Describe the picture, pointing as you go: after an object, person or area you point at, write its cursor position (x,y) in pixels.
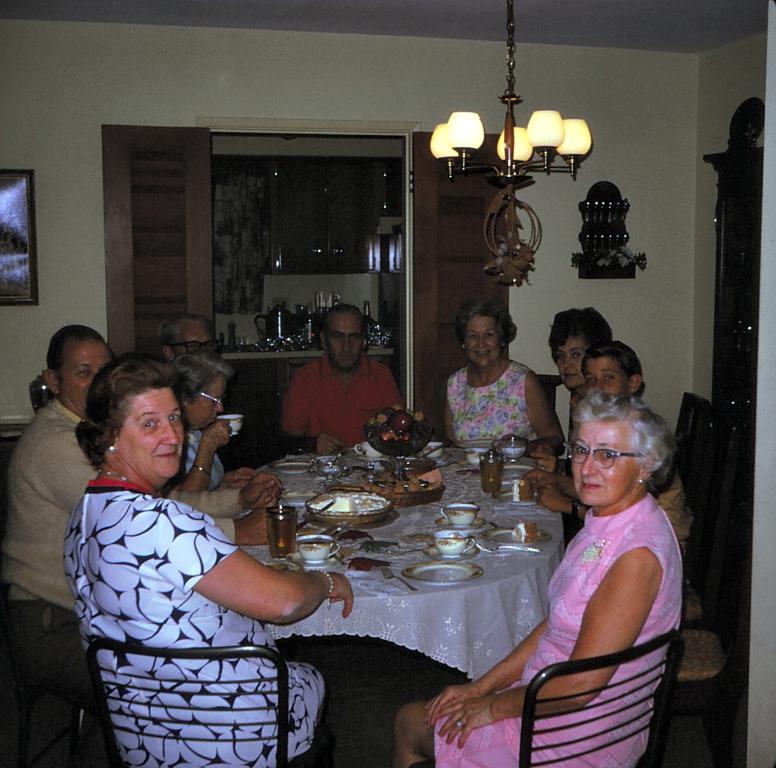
In this picture we can see few persons (449,751) are sitting on the chairs (581,708). On the background (118,83) there is a wall (58,72) and this is the door (159,271). This is the ceiling light (504,161). Here we can see the floor (672,743). And on the table (432,621) we can see some food items (407,485), and there is a white color cloth (463,623) on the table (454,627).
